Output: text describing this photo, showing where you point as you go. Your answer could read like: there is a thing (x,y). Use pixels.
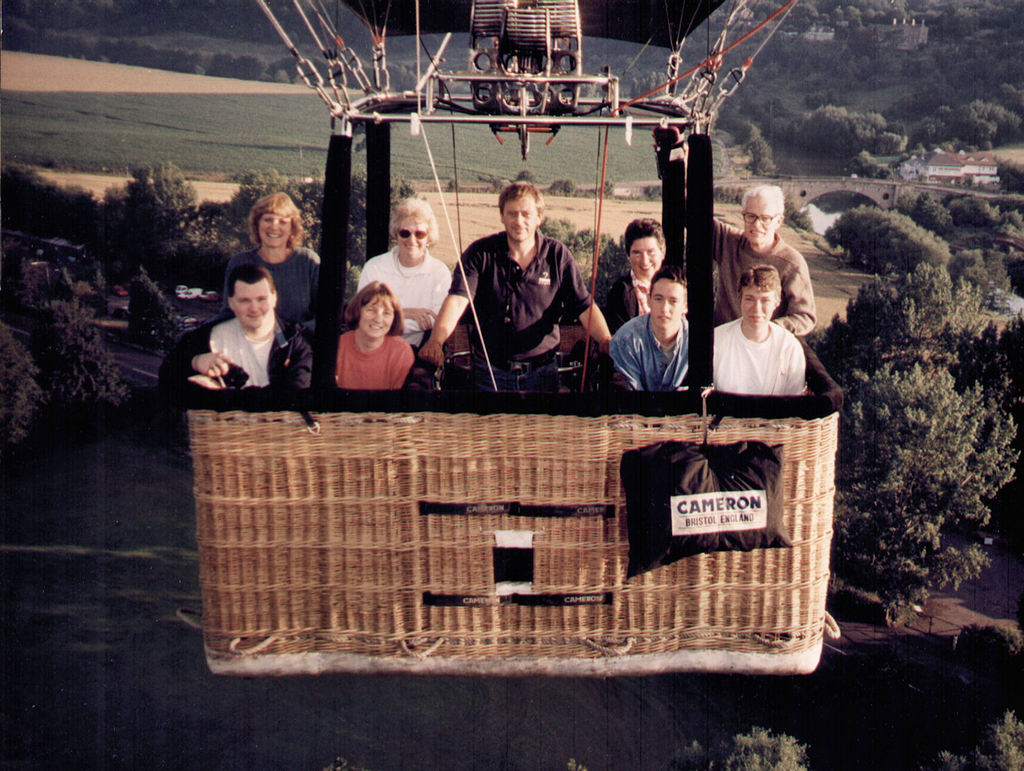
In this picture, we see people (540,287) are in a hot air balloon basket (445,395). All of them are smiling. On either side of the picture, we see trees (950,429). There are trees (805,104) and hills (785,102) in the background (284,78).
